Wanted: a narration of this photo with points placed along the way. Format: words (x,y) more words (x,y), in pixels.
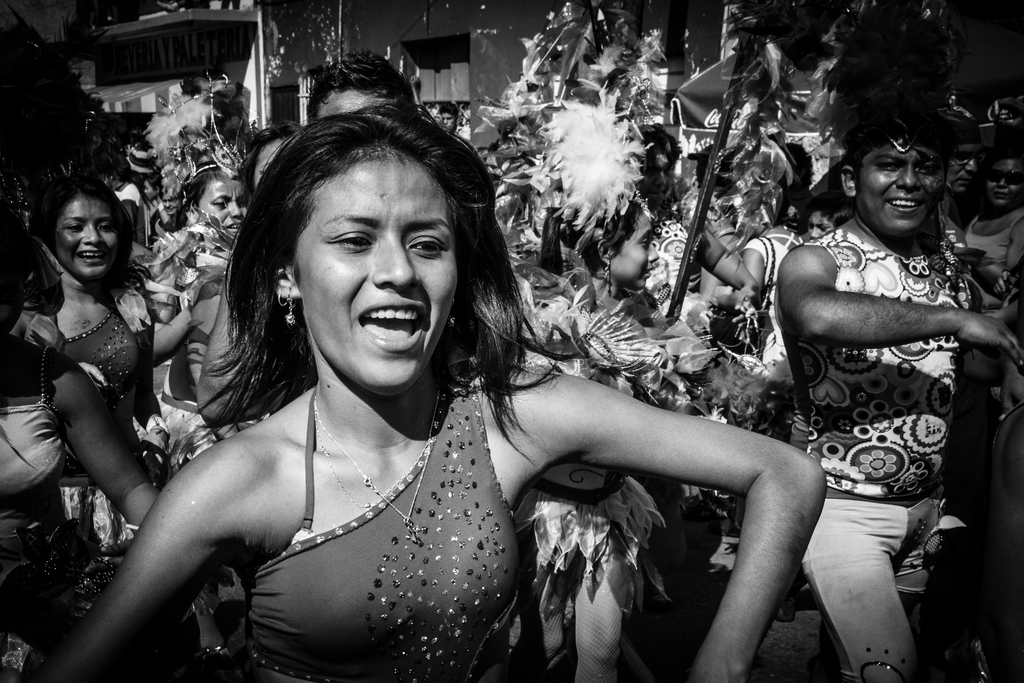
In this picture I can see few people (356,310) and I can see few of them wearing costumes (530,183) and buildings (462,84) in the back (98,39). It is a black and white picture.
